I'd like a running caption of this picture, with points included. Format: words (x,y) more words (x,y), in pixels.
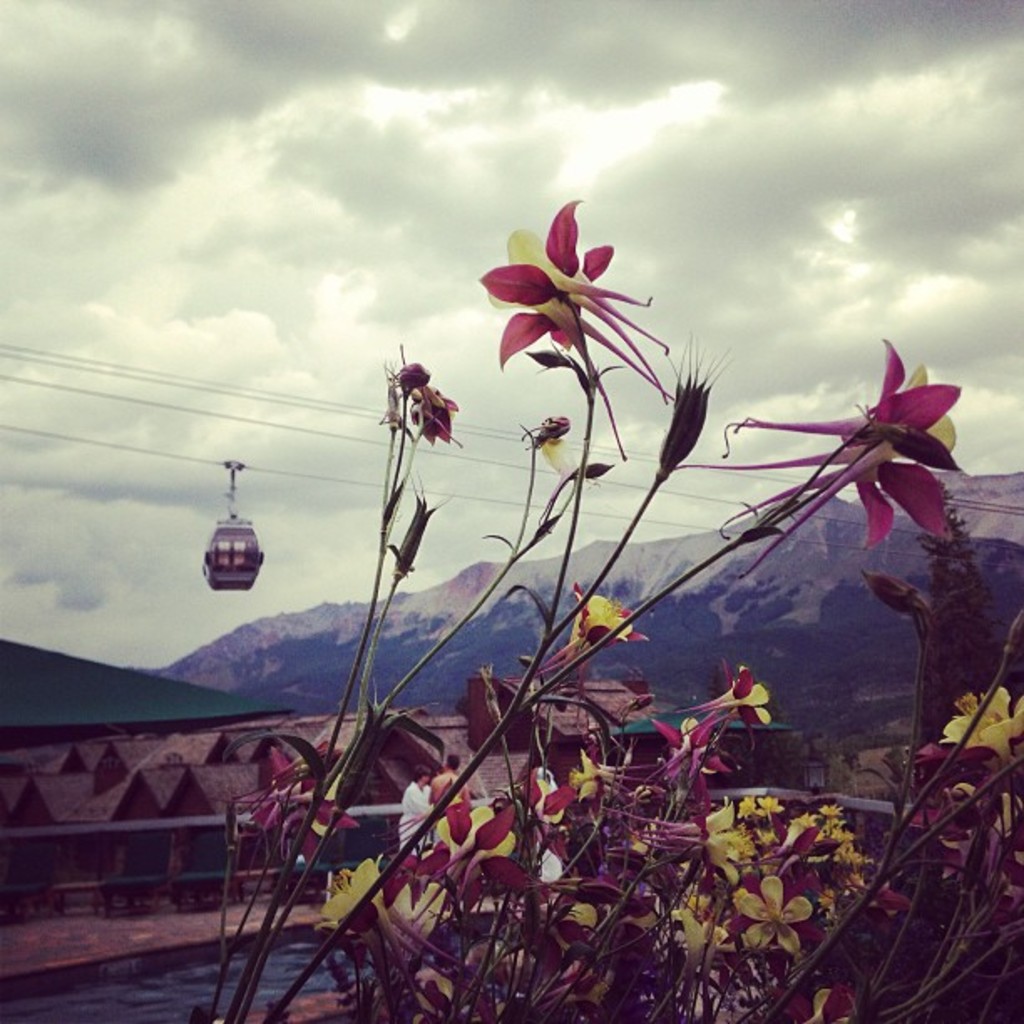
In this image in the foreground (561,789) there are some flowers (605,401), and in the background (76,865) there is a cable car (232,489), wall (167,824), buildings (153,712) and mountains (329,681). And at the top (526,169) the sky (397,193) is cloudy.
